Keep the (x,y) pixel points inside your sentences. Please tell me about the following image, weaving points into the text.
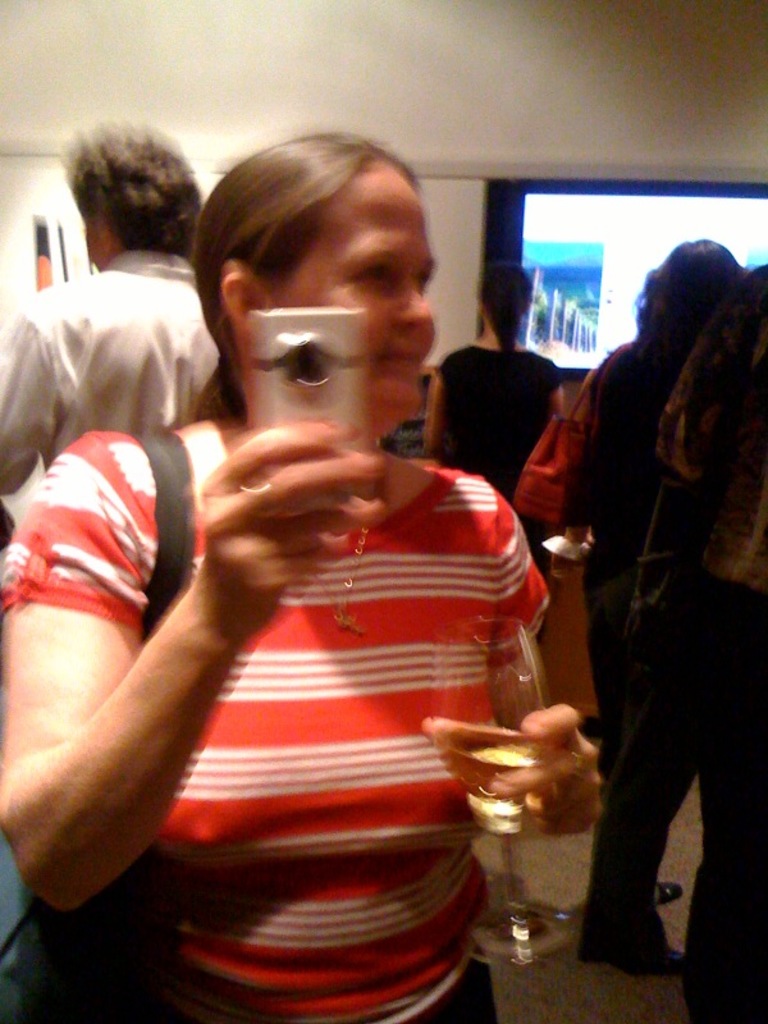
In this image, we can see a woman (395,698) wearing a bag (70,920) and holding an object (305,413) and glass (531,703) with liquid (520,757). In the background (577,860), we can see the people (759,702), wall (473,213), screen (504,256), board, floor (570,838) and few objects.
